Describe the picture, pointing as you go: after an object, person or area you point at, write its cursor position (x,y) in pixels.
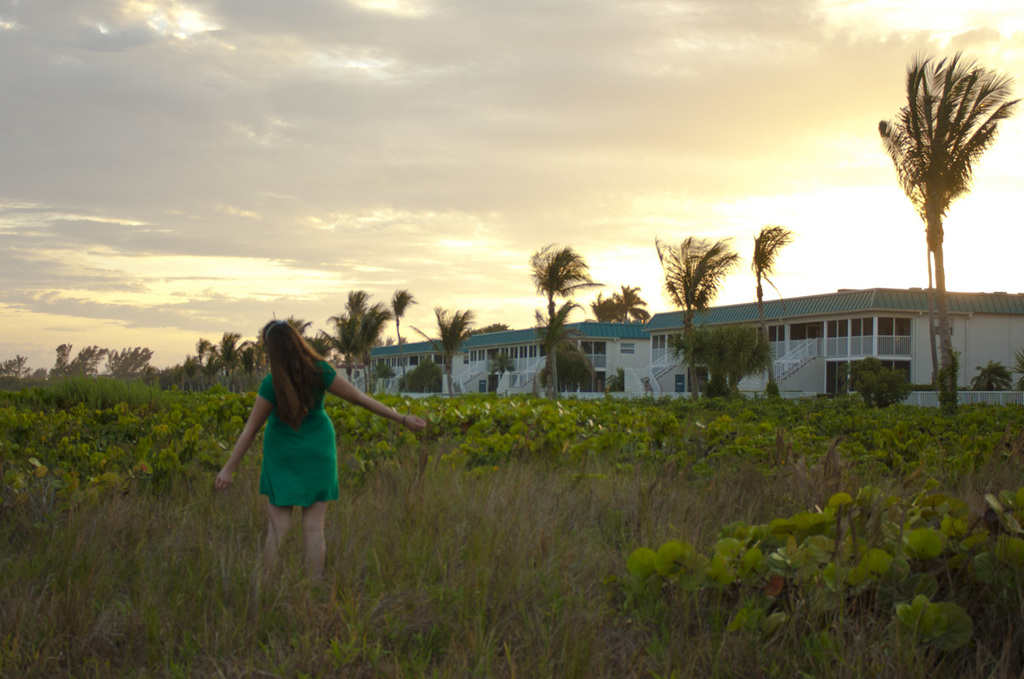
In this image I can see a person (301,446) standing wearing green color dress (286,451). Background (7,328) I can see trees (717,353) in green color, buildings (699,376) in white and green color and sky (609,242) in white and gray color.
